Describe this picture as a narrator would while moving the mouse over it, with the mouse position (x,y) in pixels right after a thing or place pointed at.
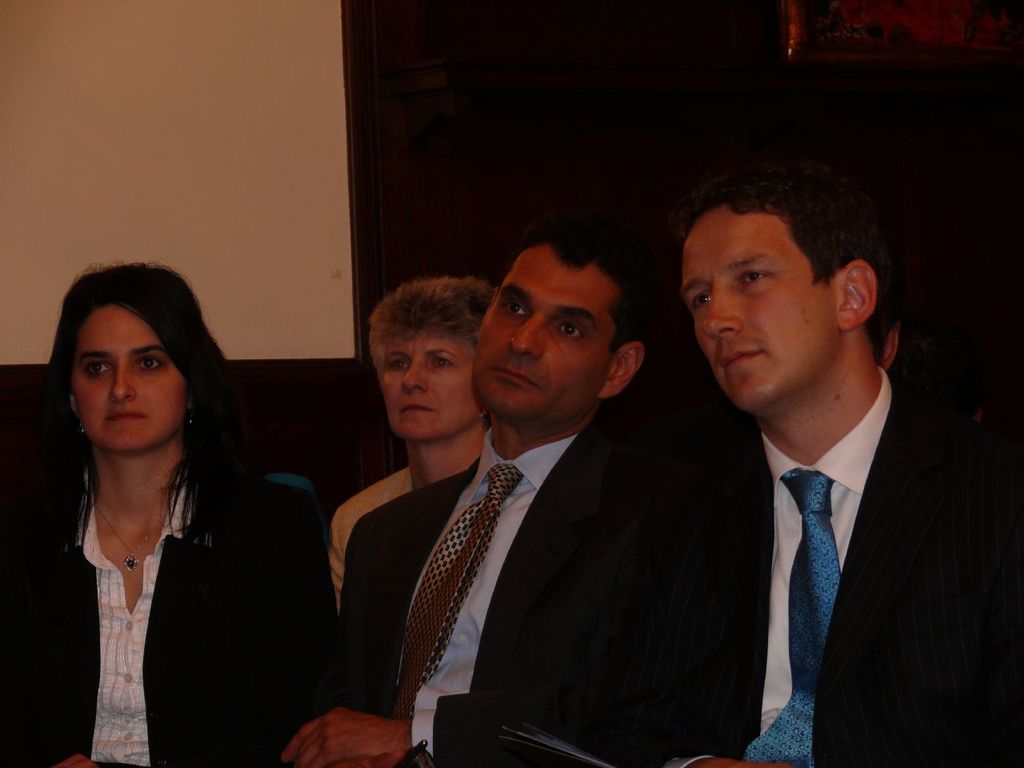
In this picture we can see four people (873,605) sitting on the chair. There is a wooden object (410,145) visible on the right side (692,157). We can see a wall (180,162) in the background (86,183).
